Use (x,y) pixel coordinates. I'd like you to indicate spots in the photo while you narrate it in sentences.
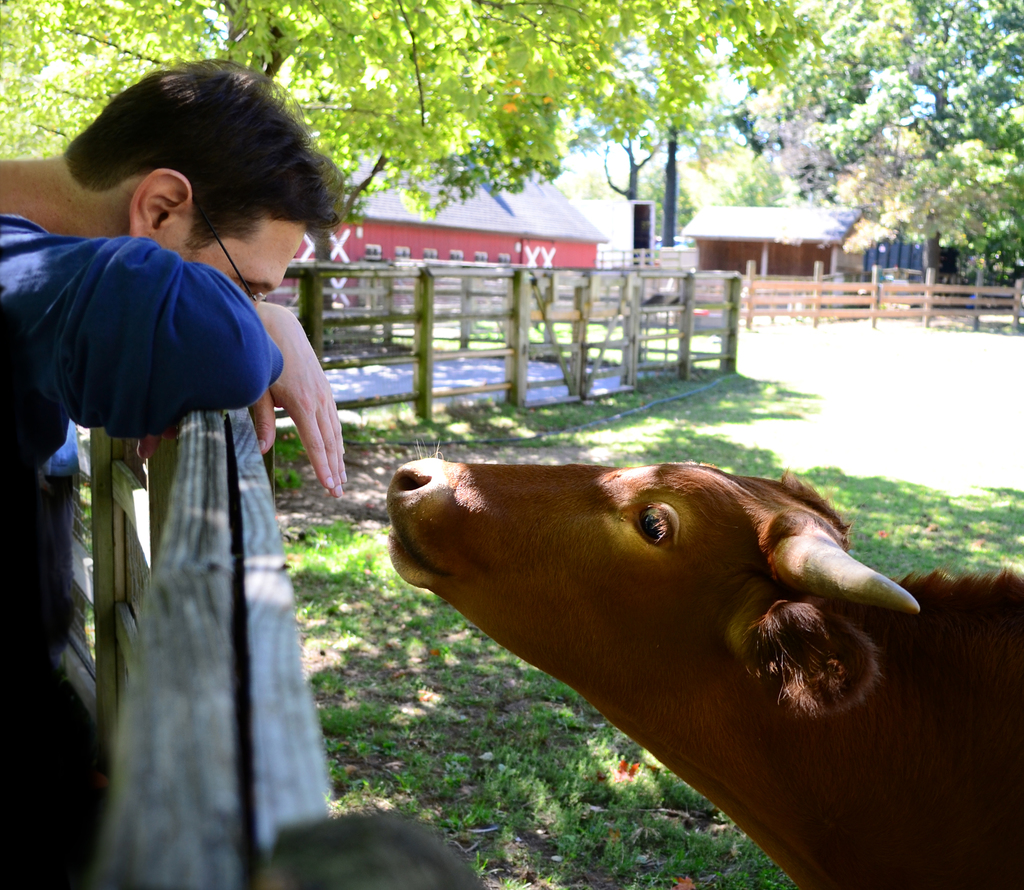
In the picture I can see a cow (519,541) on the right side (699,740). There is a man (36,547) on the left side (120,309) is wearing a blue color T-shirt (130,326) and he kept his hands (305,436) on the wooden fence (157,482). In the background (827,138), I can see a wooden shed house (833,216) and trees (14,94).
